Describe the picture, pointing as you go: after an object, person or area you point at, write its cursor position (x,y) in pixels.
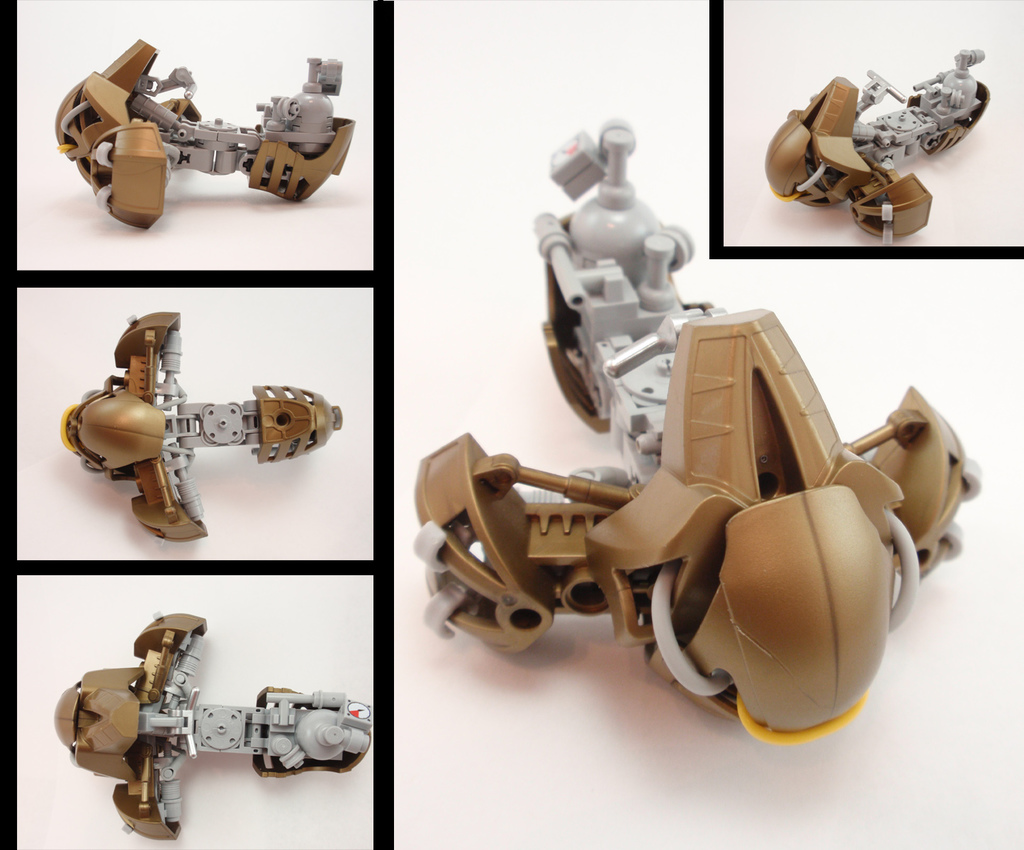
This is a collage picture. Here we can see toys (778,478).
